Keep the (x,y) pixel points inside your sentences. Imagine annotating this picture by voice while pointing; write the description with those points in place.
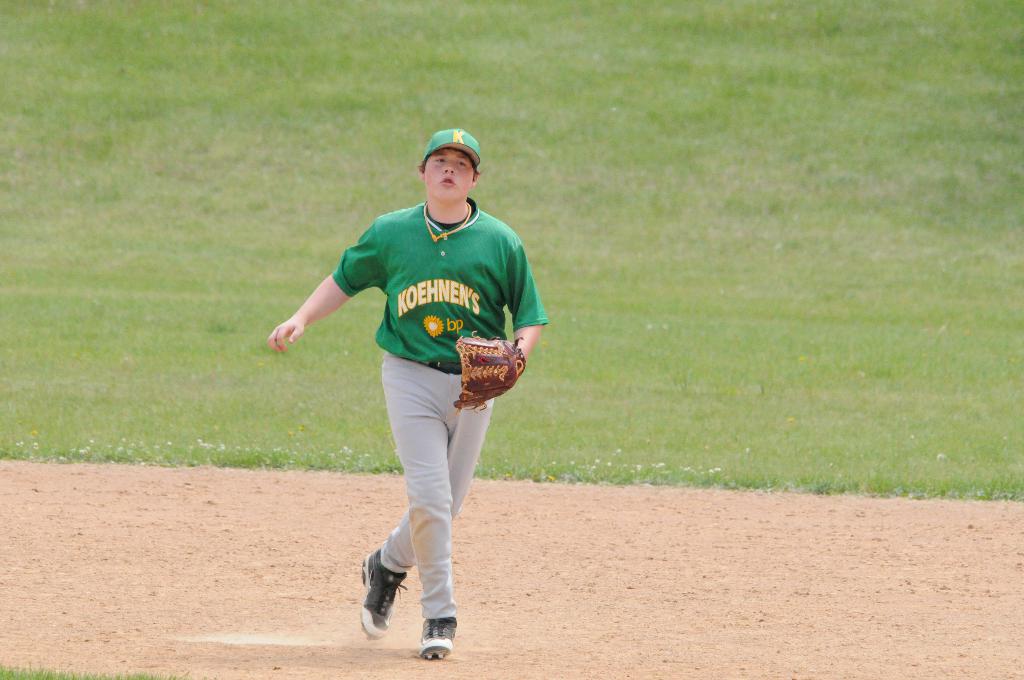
In the given picture i can see a play ground (469,631) and a person (404,375) standing and holding a glove (507,362), wearing a green color t shirt (472,237) and top of his head (461,183) i can see a hat (446,141).
